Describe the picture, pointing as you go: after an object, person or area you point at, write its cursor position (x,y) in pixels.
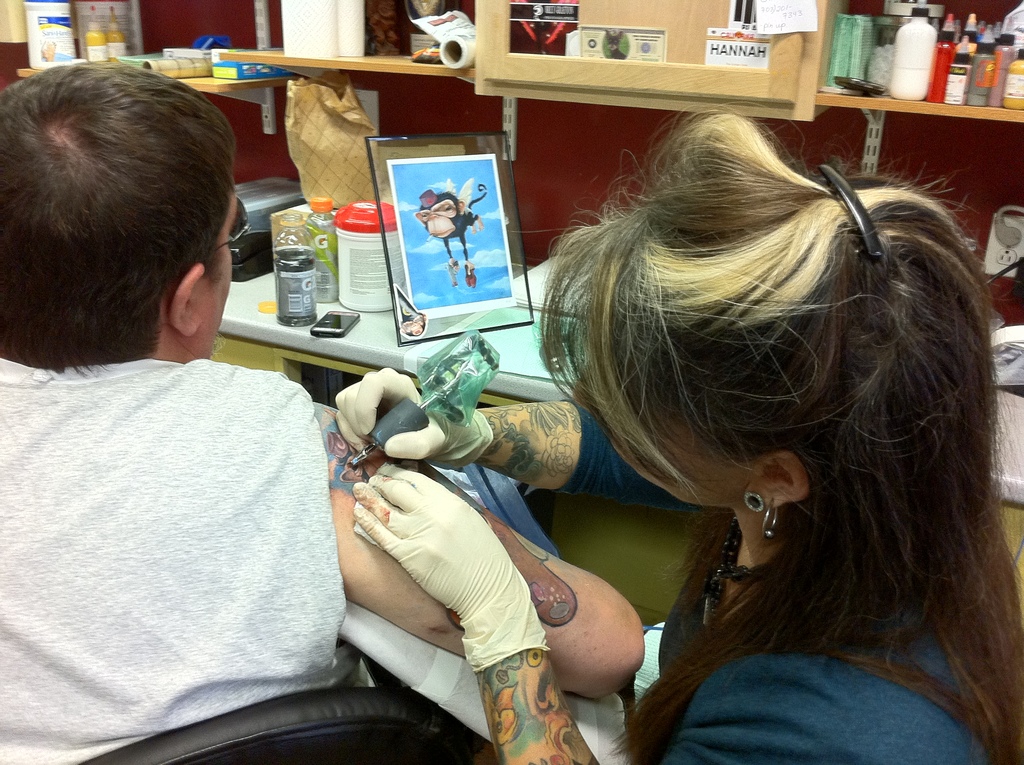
Bottom of the image (872,533) a woman (587,349) is sitting and holding a tattoo machine (429,360). Bottom left side of the image (256,687) a person (263,450) is sitting and watching. Behind them there is a table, on the table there is a frame (455,257) and bottle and there are some products (369,205). Top of the image (538,48) there is a cupboard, in the cupboard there are some bottles (993,49) and papers (439,17) and there are some products (27,16).
